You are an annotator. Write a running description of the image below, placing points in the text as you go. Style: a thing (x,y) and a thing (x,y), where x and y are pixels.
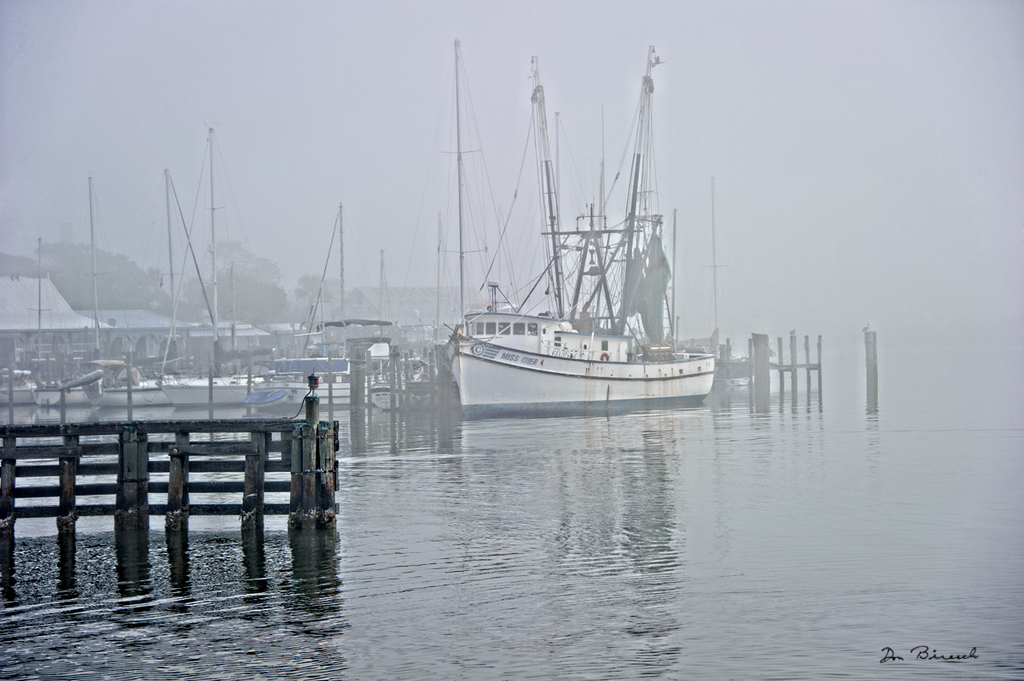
In this image there are ships (513,398) on the river bank (520,431), on the left side (314,500) there is a wooden fence (60,513), in the background (985,350) there is fog (817,96).
